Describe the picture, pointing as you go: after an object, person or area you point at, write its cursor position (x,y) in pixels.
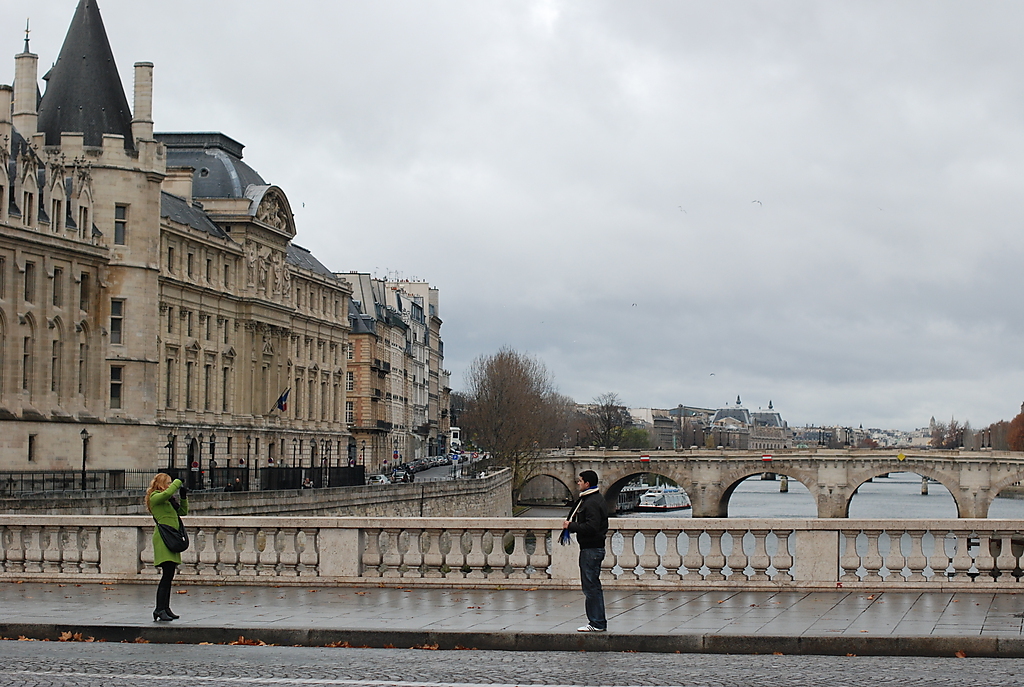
In this image we can see the buildings (406,451), trees (501,442), vehicles (399,468), bridge (575,465) and also the railing (545,563). We can also see the water (861,507). There is a woman (174,489) wearing the bag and standing on the path (146,599). We can also see a man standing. We can see the road (410,678), dried leaves (67,635). In the background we can see the cloudy sky (521,178).
